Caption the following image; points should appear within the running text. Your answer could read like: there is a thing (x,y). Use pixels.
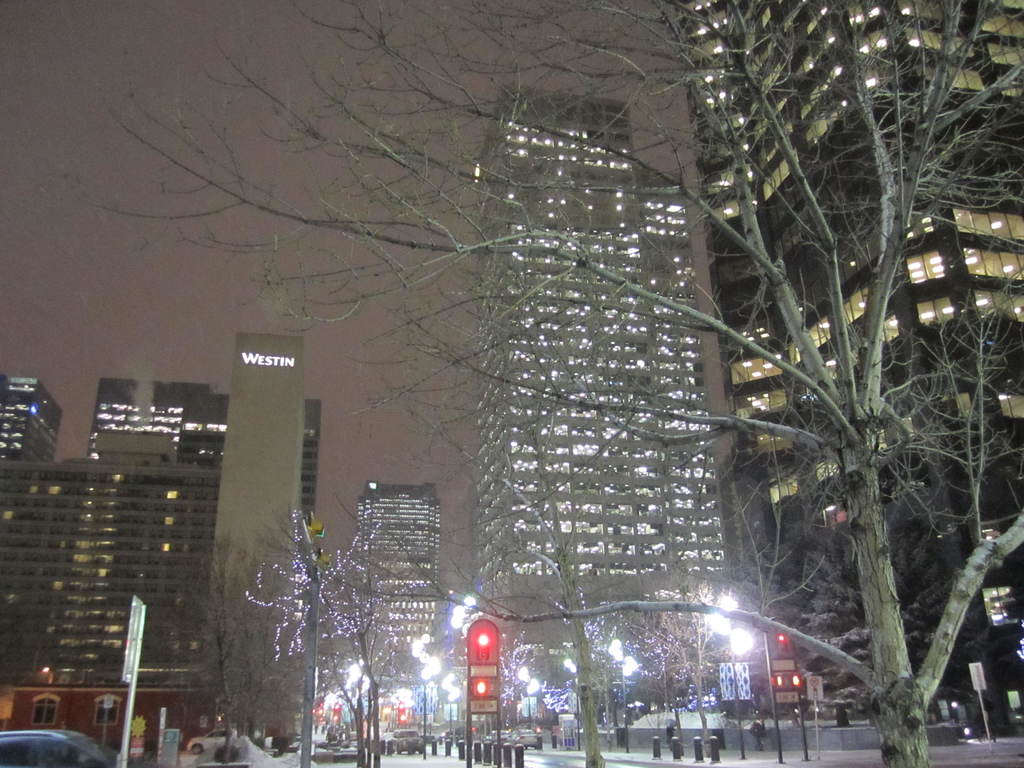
In this image I see the buildings (498,423) and I see the road (725,764) on which there are poles (471,735) and I see few vehicles (414,742) on the road (547,751) and I see the trees (918,142) and I can also see lights (709,704) on few trees (517,630) and in the background (214,339) I see the sky (651,40).
